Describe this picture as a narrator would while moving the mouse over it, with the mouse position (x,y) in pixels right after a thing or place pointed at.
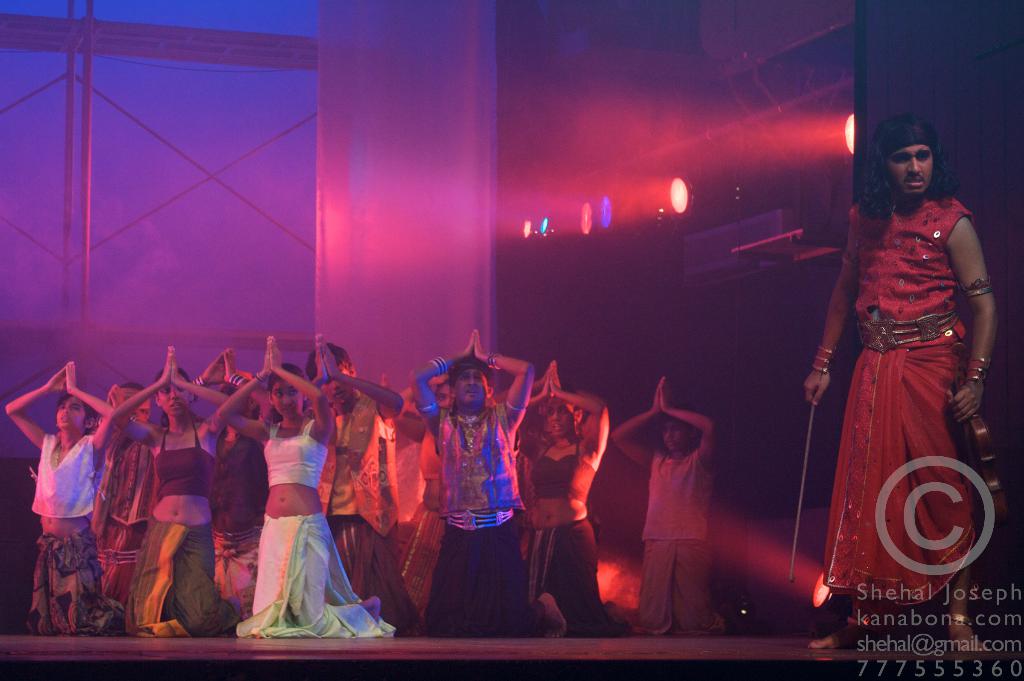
This man (927,572) standing and holding a violin (971,427) and stick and these people (418,464) are sitting on knees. In the background (136,382) we can see focusing lights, glass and white curtain (372,231), through this glass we can see sky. In the bottom right side of the image (936,603) we can see water mark (908,524) and some text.
